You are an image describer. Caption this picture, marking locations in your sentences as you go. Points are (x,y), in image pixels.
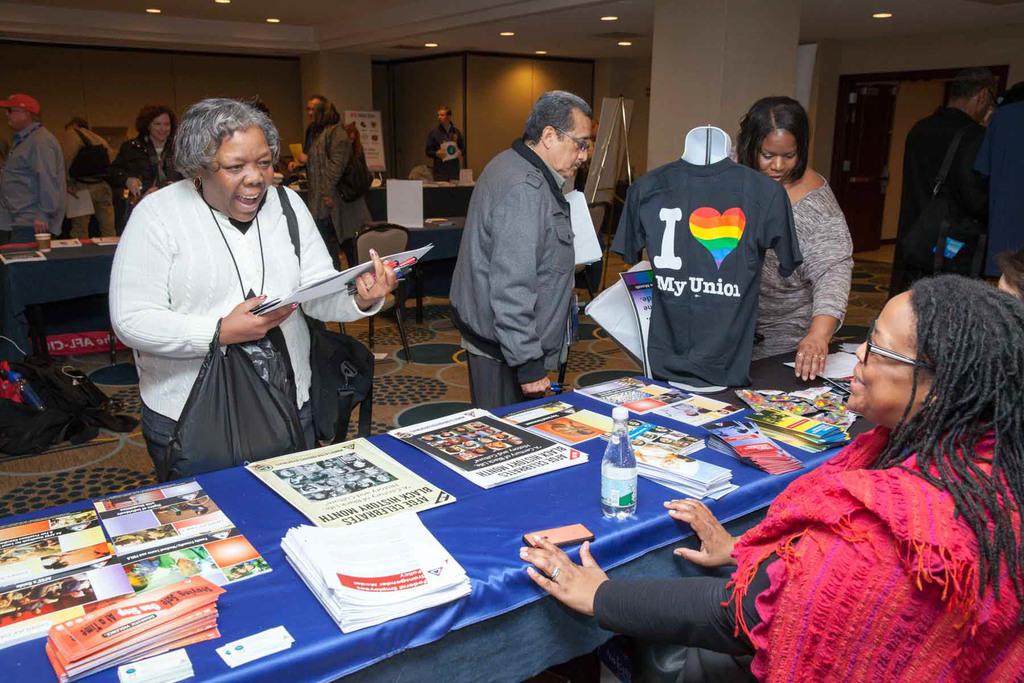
In this image we can see a table (656,515) is covered with blue color sheet (505,547) and on table (509,578) so many pamphlets (767,440) are present. Right side of the image (905,586) one lady (825,607) is sitting. She is wearing black color t-shirt (713,605) and red color scarf (918,588). Behind the table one more lady (202,340) is standing, she is wearing white color t-shirt (183,268) and holding black cover (240,407) and some sheets (313,286) in her hand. Right side of the image (772,156) one man (508,193) and woman (798,161) is stand. Woman (785,153) is near one t-shirt (706,249). Background of the image so many people (316,100) are there.
